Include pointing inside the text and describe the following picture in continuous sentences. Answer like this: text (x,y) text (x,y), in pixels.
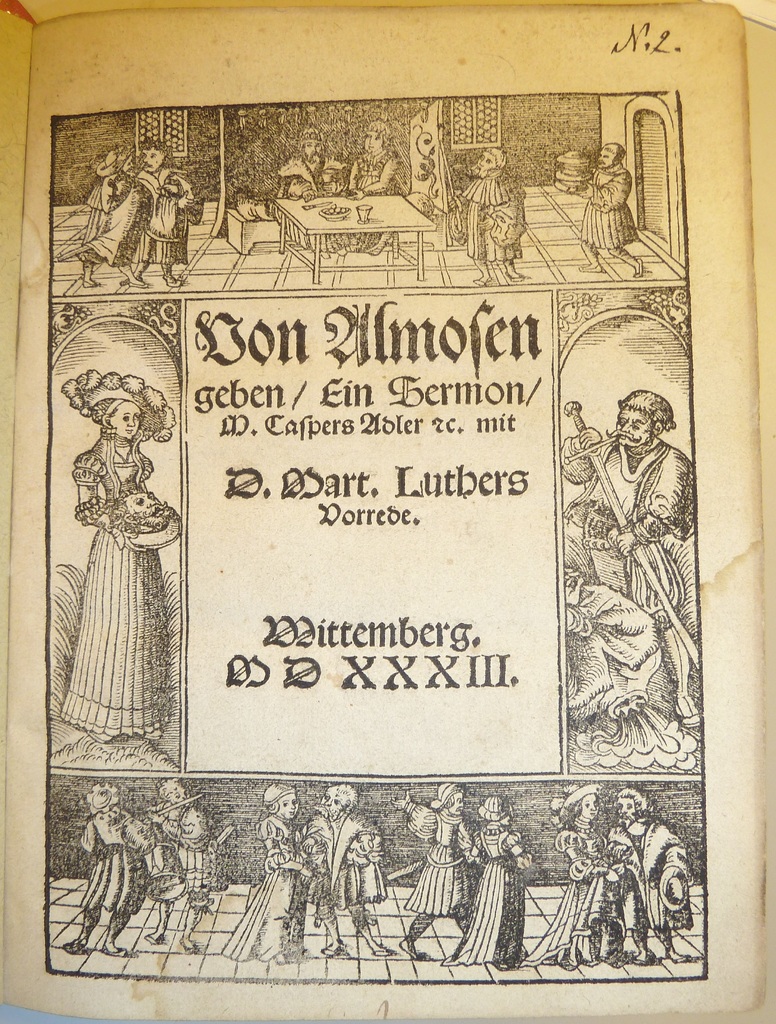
This is a paper (296,110). In this we can see some persons (664,859), table (345,232), objects (254,238), wall (548,148), door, windows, floor (74,222) and some text (360,677).
